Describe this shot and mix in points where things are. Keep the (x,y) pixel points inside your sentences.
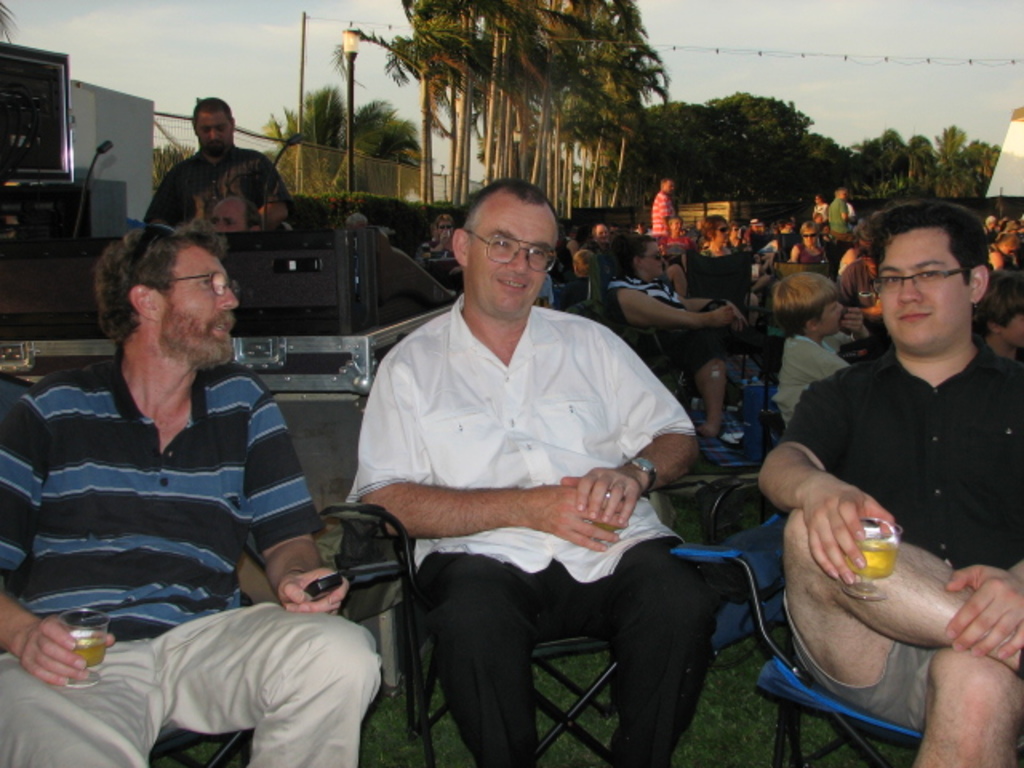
There are people (584,388) sitting on chairs (709,476) and few people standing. We can see objects (62,211) and microphones (85,195) on the table (312,397) and we can see television (46,131). In the background (370,166) we can see fence (358,175), poles (301,131), lights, plants (883,189), wire (643,46) with lights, trees (618,45) and sky (884,48).
